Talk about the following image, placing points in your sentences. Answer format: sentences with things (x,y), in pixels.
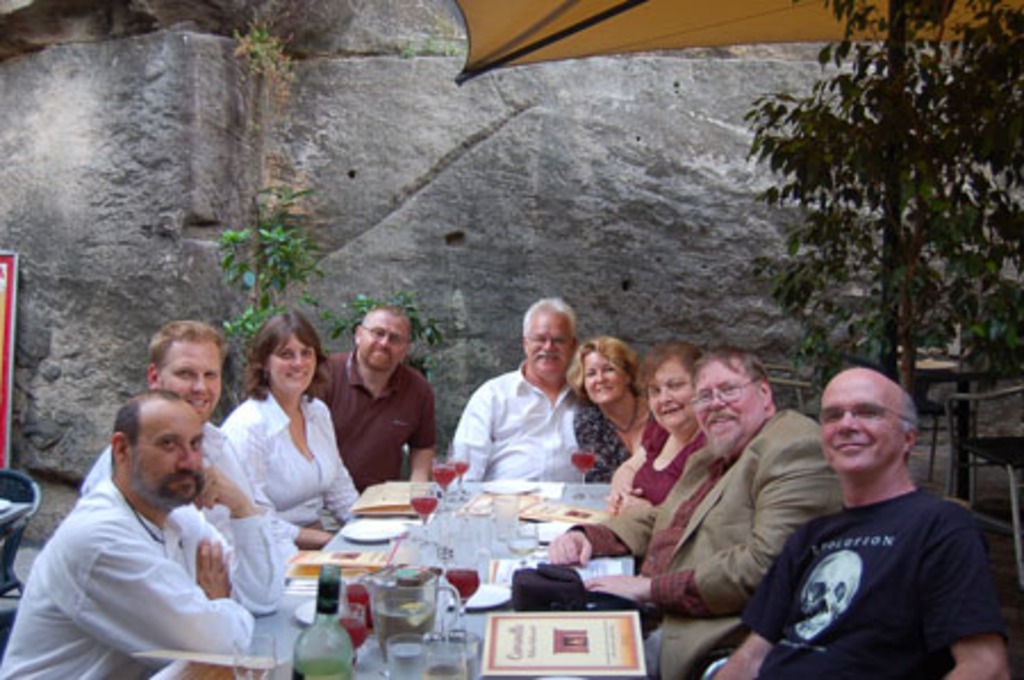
In this picture there are a group of people (664,581) sitting and have a table (467,492) in front of them with wine glasses (462,487) and in the background (338,259) is a rock (792,83) and a plant (843,242).
